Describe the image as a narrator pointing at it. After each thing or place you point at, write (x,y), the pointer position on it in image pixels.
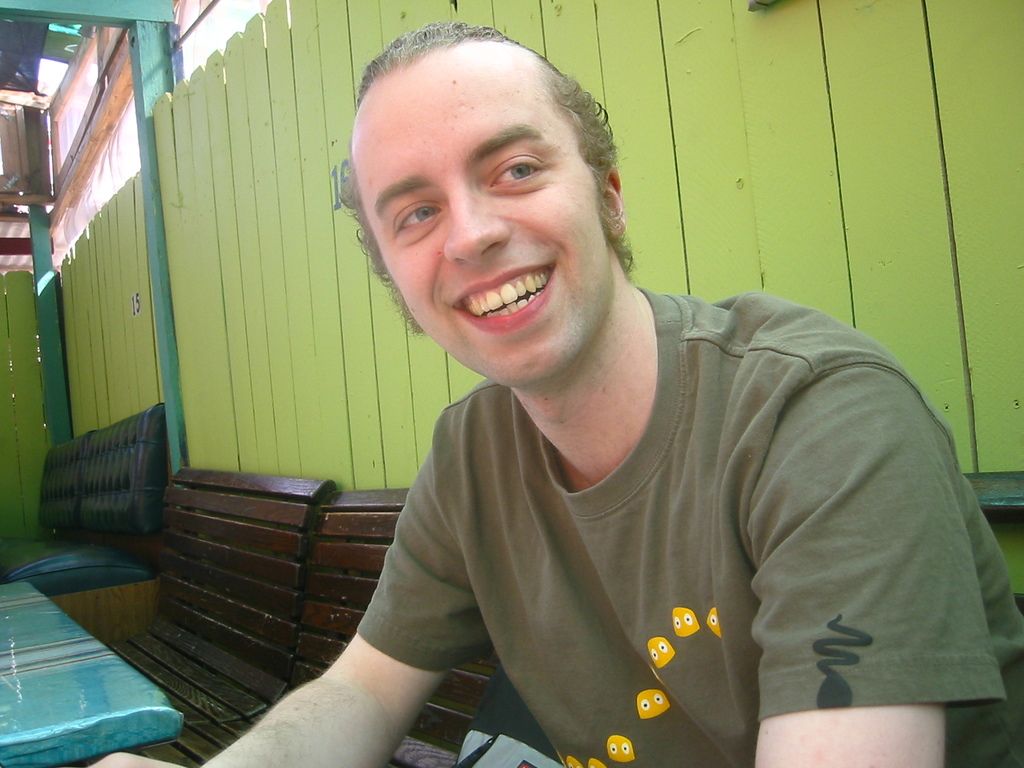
In this picture, there is a man (377,239) sitting on the bench (293,519). He is wearing a green t shirt (625,477). Towards the left (174,624), there are benches (204,535) and a sofa (98,469). Behind him, there is a wooden wall (585,81).
